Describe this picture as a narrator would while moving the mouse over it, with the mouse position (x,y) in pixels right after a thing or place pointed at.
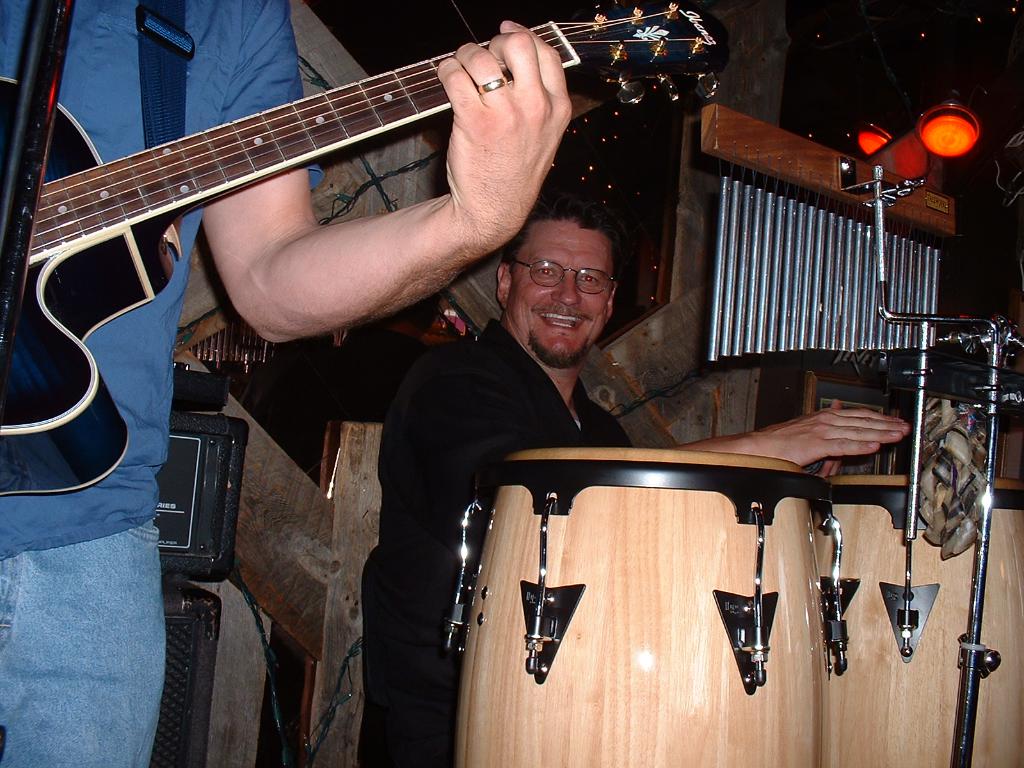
In the picture we can find one man (600,445) is standing and smiling and playing the drums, just beside to him there is one more person (16,717) holding a guitar (200,173) and playing it. In the background (860,352) we can find a light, some stands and some things (376,447).
